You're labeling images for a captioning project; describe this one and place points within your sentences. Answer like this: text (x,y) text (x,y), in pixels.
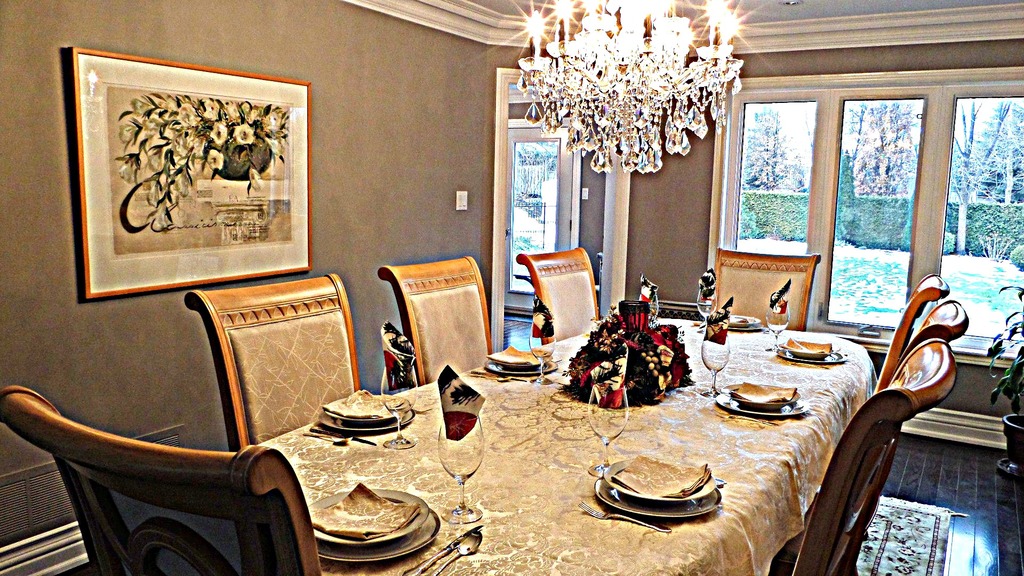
In this image we can see an inside view of a room (815,313). In the middle of the image (672,370) we can see a table (562,526) on which group of glasses (413,383), plates (623,502), spoons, flowers (641,381) are placed and group of chairs (844,539) on the ground (856,548). To the right side of the image (1023,440) we can see a plant (1019,459). To the left side of the image (235,191) we can see a photo frame (231,164) on the wall (341,142). In the background (760,199), we can see a chandelier (666,81) windows (828,222) and a group of trees (866,191).
